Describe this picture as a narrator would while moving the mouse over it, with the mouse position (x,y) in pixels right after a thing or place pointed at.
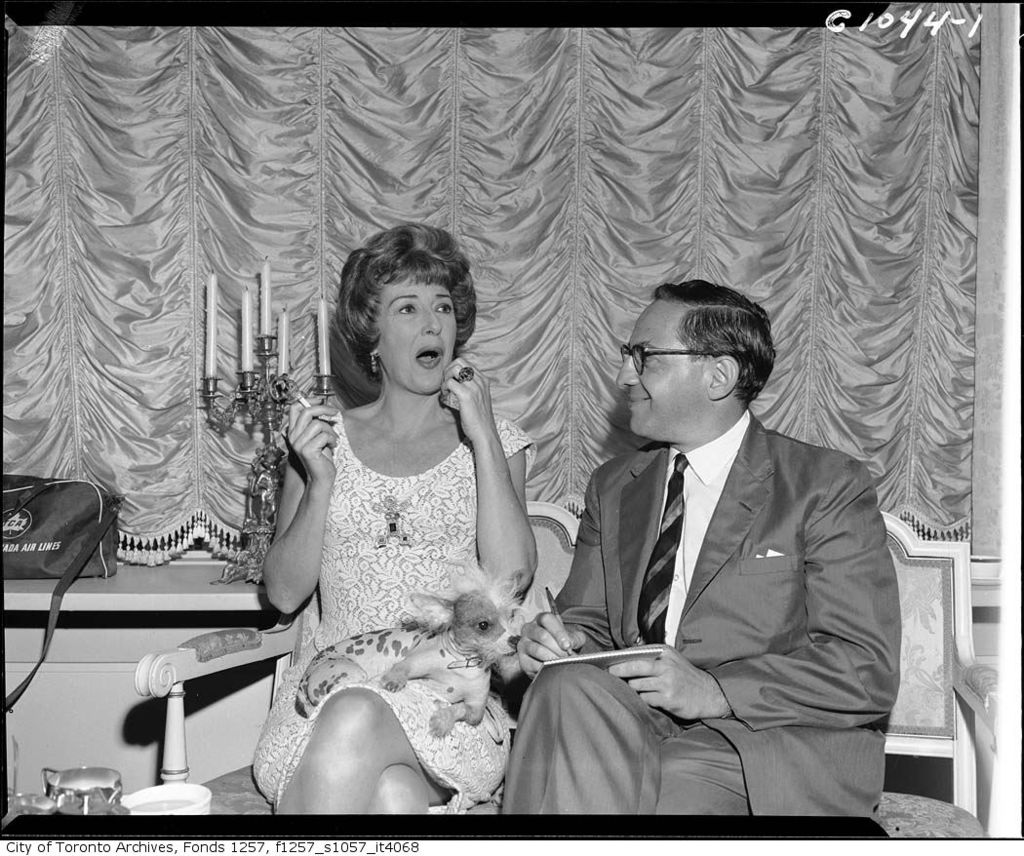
This is a black and white image and here we can see a man (603,485) wearing glasses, a coat (712,539) and a tie (653,591) and holding some objects (638,646) and a lady (374,539) holding a cigarette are sitting on the sofa (205,652) and we can see a dog (413,644). In the background (264,273), there are candles (210,287) and we can see a curtain (516,166), a bag (74,511) and some other objects (60,790). At the top (892,21), there is some text (892,21).
